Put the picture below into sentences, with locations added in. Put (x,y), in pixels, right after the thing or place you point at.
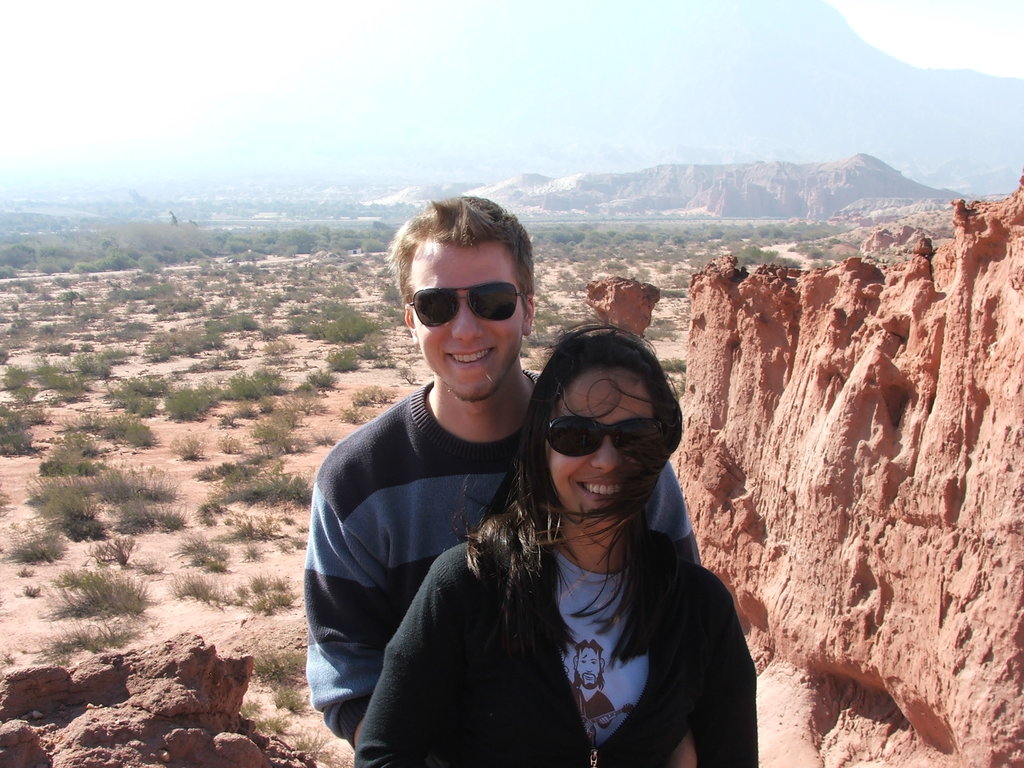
In this image in the foreground (472,472) there is one man (396,251) and one woman (580,521) standing, and they are wearing goggles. And in the background (352,239) there are mountains (788,193), plants (773,255), sand (162,624) and at the bottom (167,666) there are some rocks (234,685). And on the right side of the image (767,496) there is mountain (854,318).
